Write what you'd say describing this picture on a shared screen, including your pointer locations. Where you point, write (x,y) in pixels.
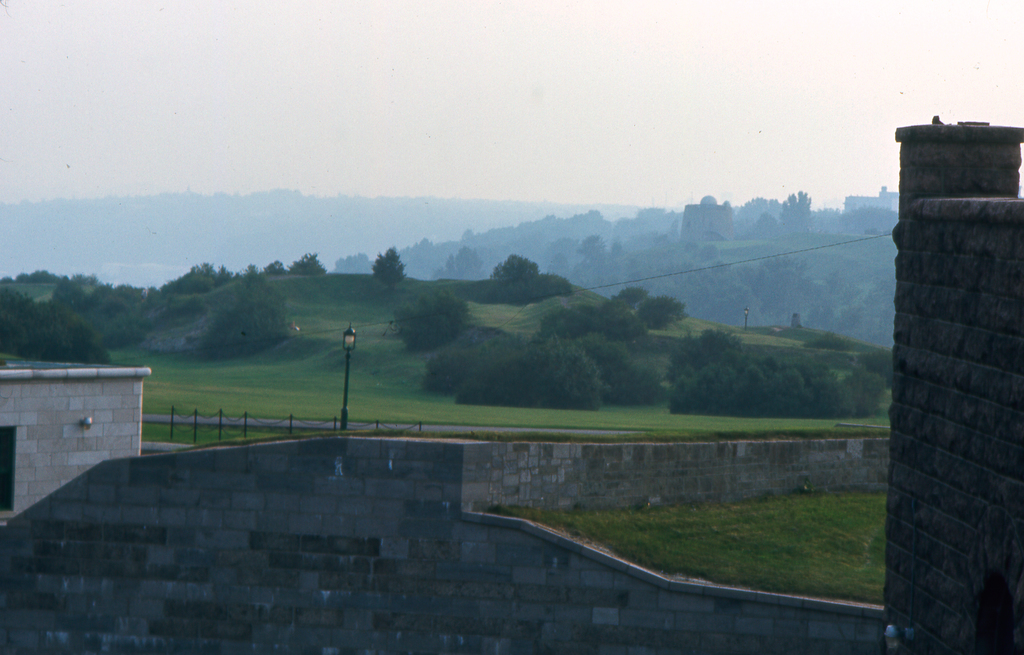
In this image there are buildings (1020,558), wall (375,463), lamp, railing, trees (759,284), grass (387,294), mountains (390,236) and the sky (352,154).
